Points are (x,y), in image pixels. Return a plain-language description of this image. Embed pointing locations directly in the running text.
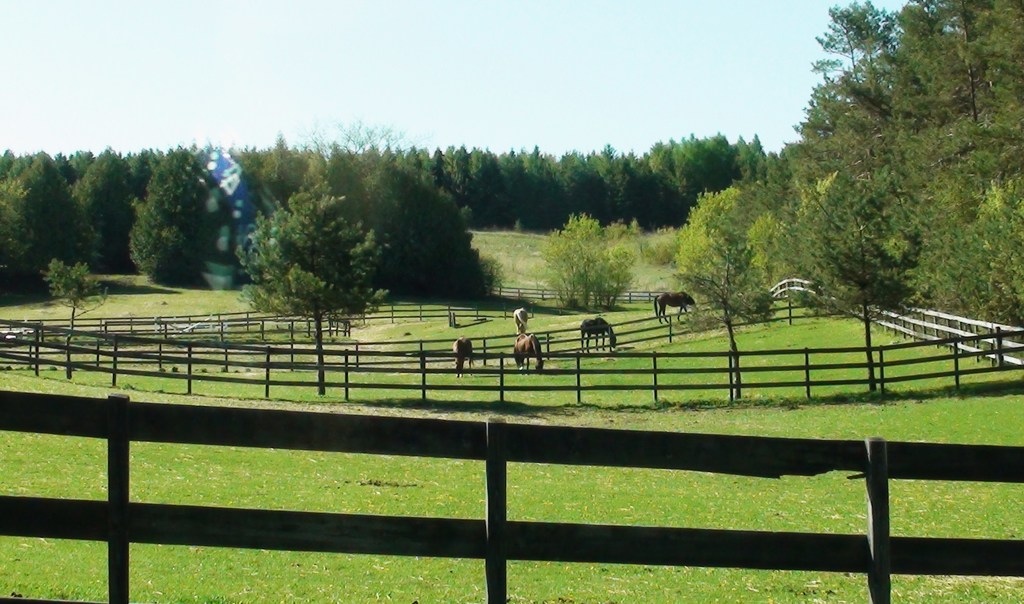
In this picture we can see some animals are on the grass (684,377), around the grass (685,377) we can see fencing (28,415), behind we can see some trees (87,224).
